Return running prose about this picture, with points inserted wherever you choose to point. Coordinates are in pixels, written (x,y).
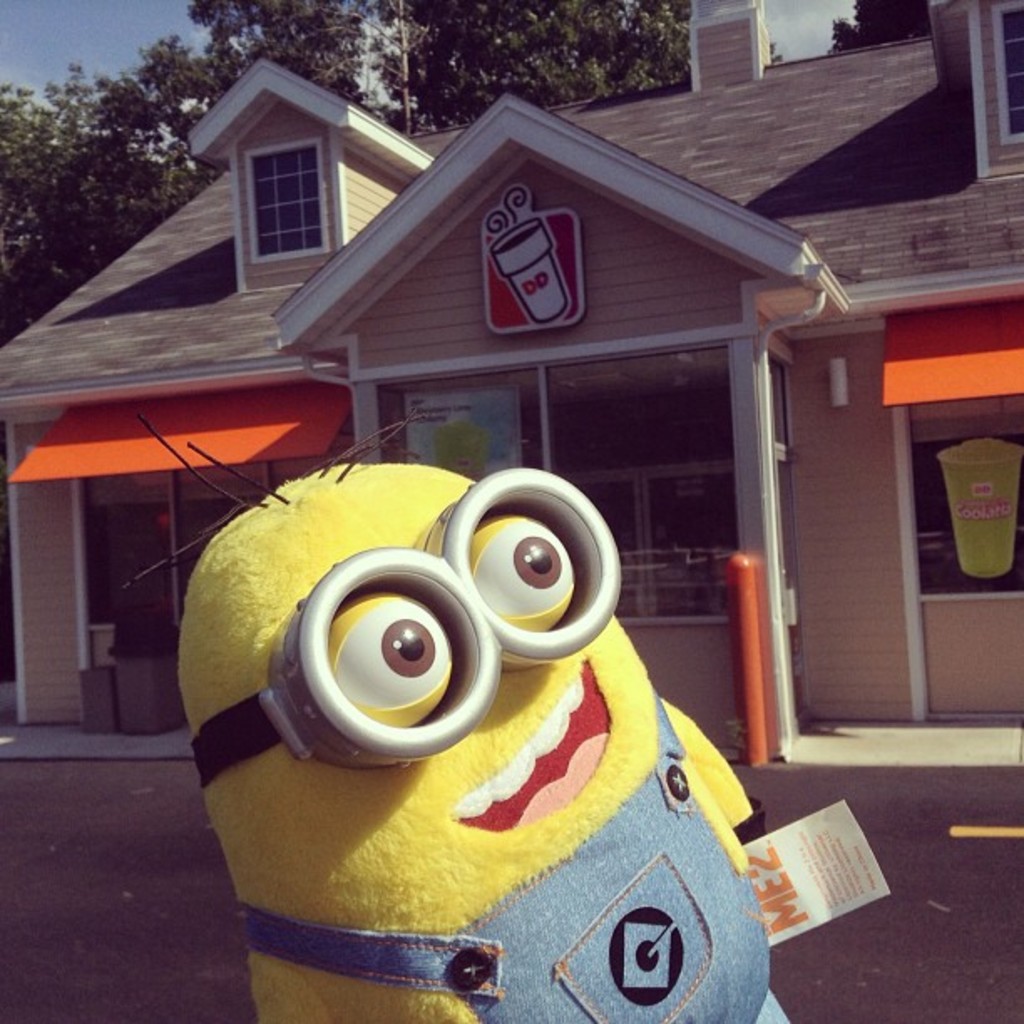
At the top of the image (422,112) we can see sky (41,50) with clouds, trees (393,118) and buildings (800,392). At the bottom of the image (624,1006) we can see road (147,858) and a minion soft toy (563,787).
